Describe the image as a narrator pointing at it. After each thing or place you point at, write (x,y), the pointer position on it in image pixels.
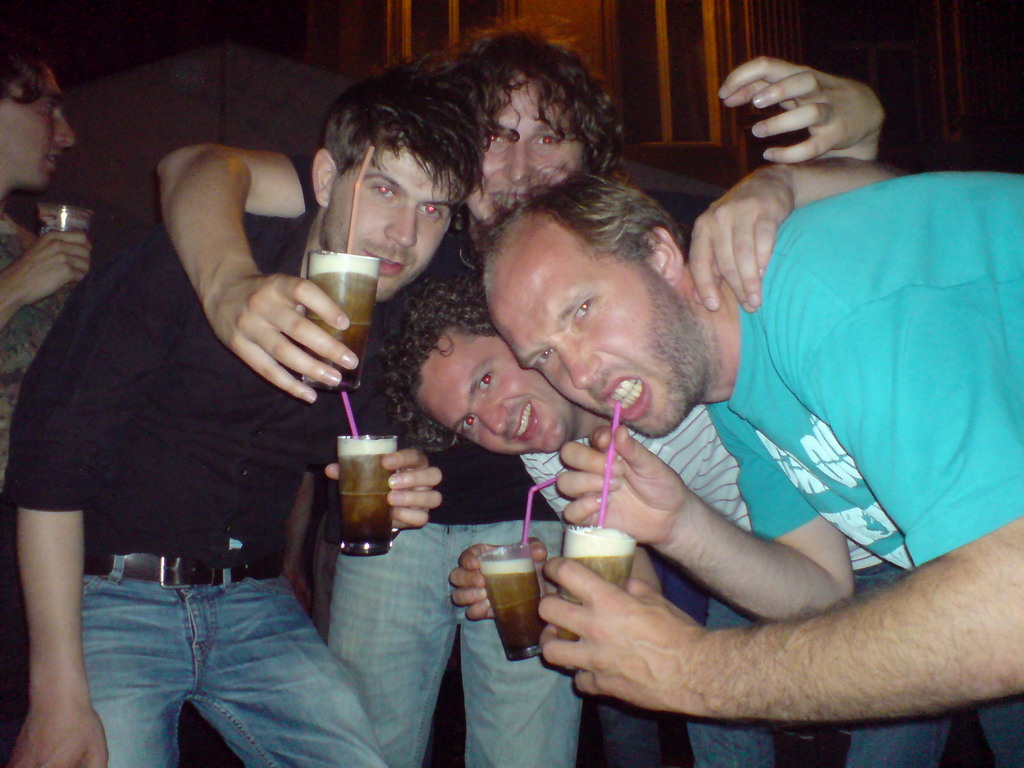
In this image we can see men (633,446) standing on the floor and holding beverage glasses (350,298) in their hands (634,487).
